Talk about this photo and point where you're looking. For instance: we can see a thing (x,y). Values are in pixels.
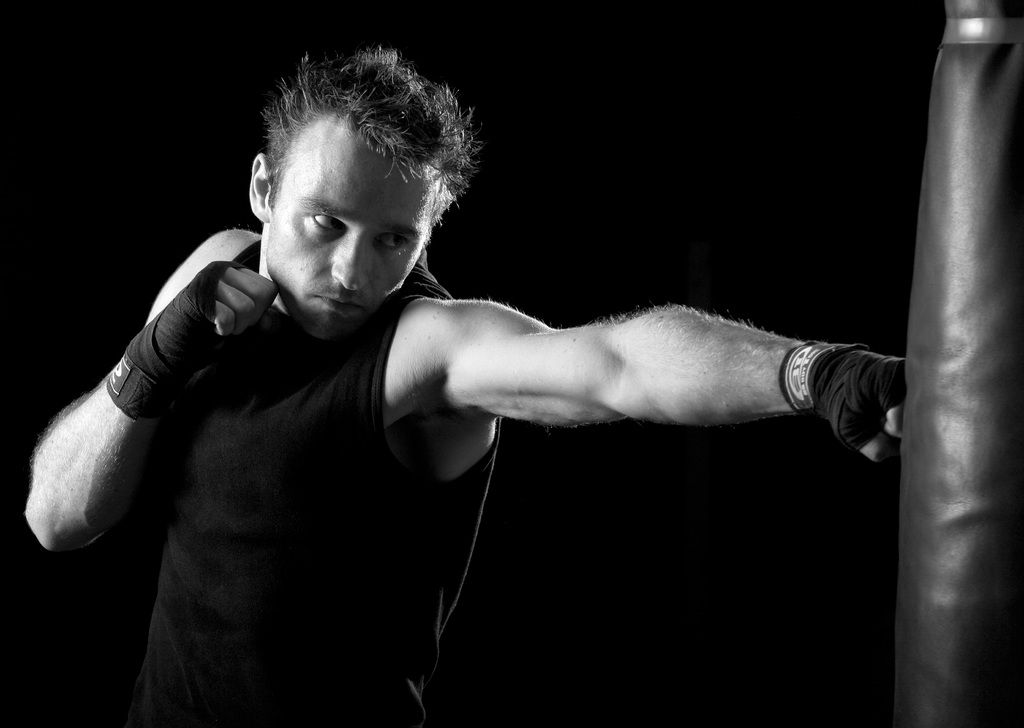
In this image there is a man (291,453) wearing black dress (297,401) is hitting punching bag (965,421). The background (766,140) is dark.
